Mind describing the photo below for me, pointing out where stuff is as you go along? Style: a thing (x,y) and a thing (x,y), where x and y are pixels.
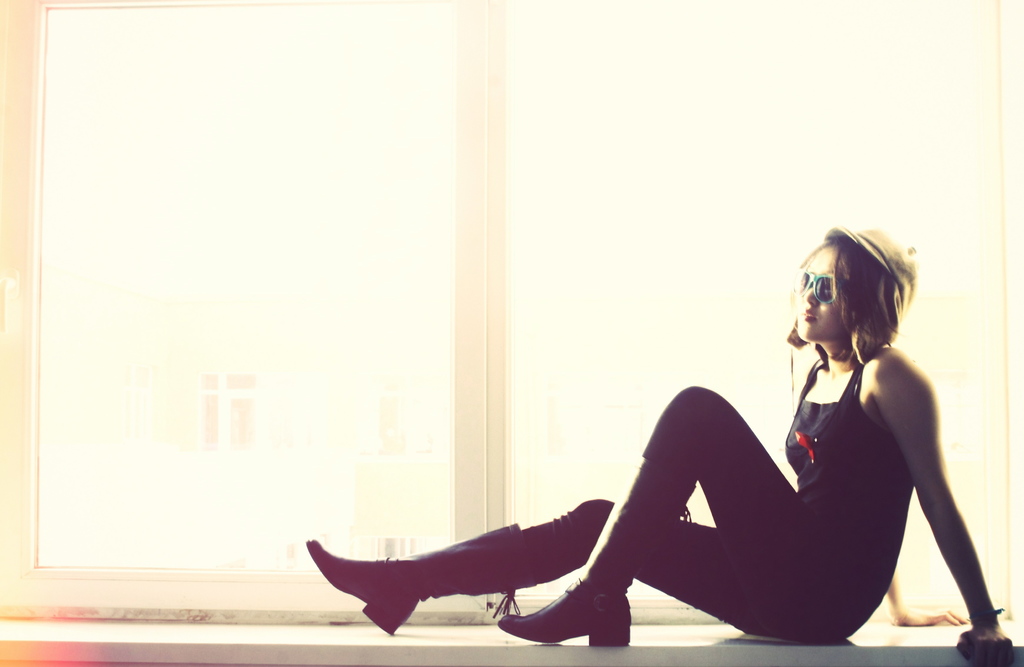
In this image I can see the person (771,550) wearing the black color dress (700,561) and sitting on the window (320,538). I can see an another building (222,366) through the window (379,254).
